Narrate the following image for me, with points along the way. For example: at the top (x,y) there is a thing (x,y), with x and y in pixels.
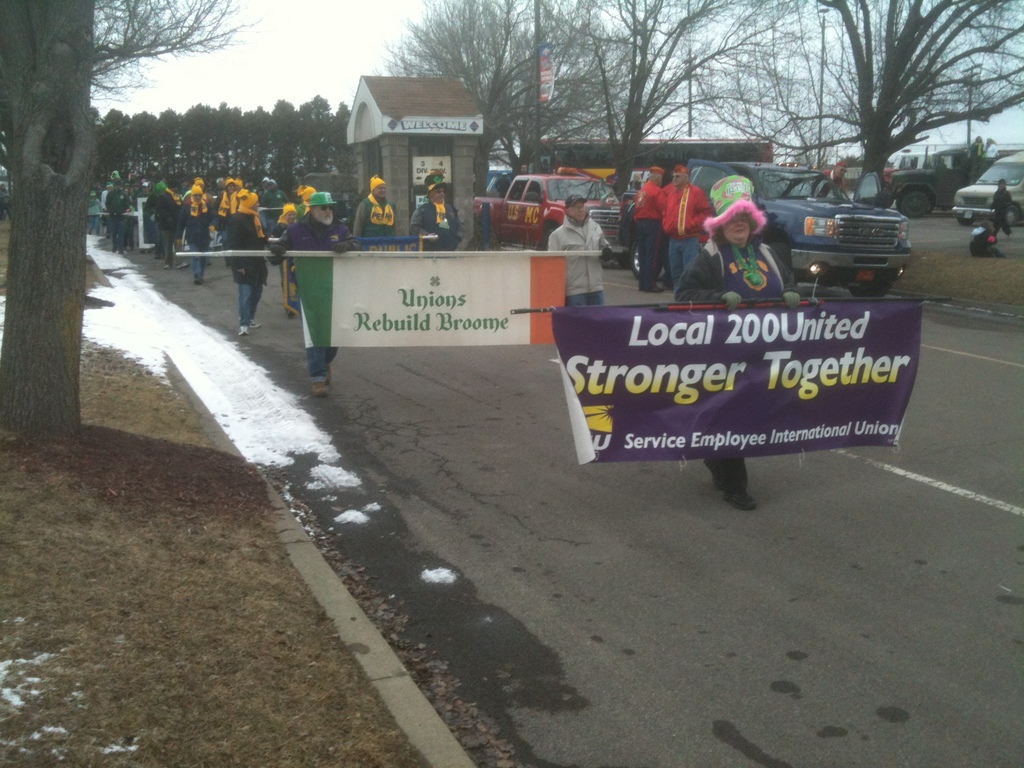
In this image there are people (688,235) walking on a road (623,275) few (576,273) are holding banners (509,310) on that banners (609,329) there is some text (693,365) and there are cars (791,239), in the background (874,123) there are trees (504,134) and a small house (413,138).
